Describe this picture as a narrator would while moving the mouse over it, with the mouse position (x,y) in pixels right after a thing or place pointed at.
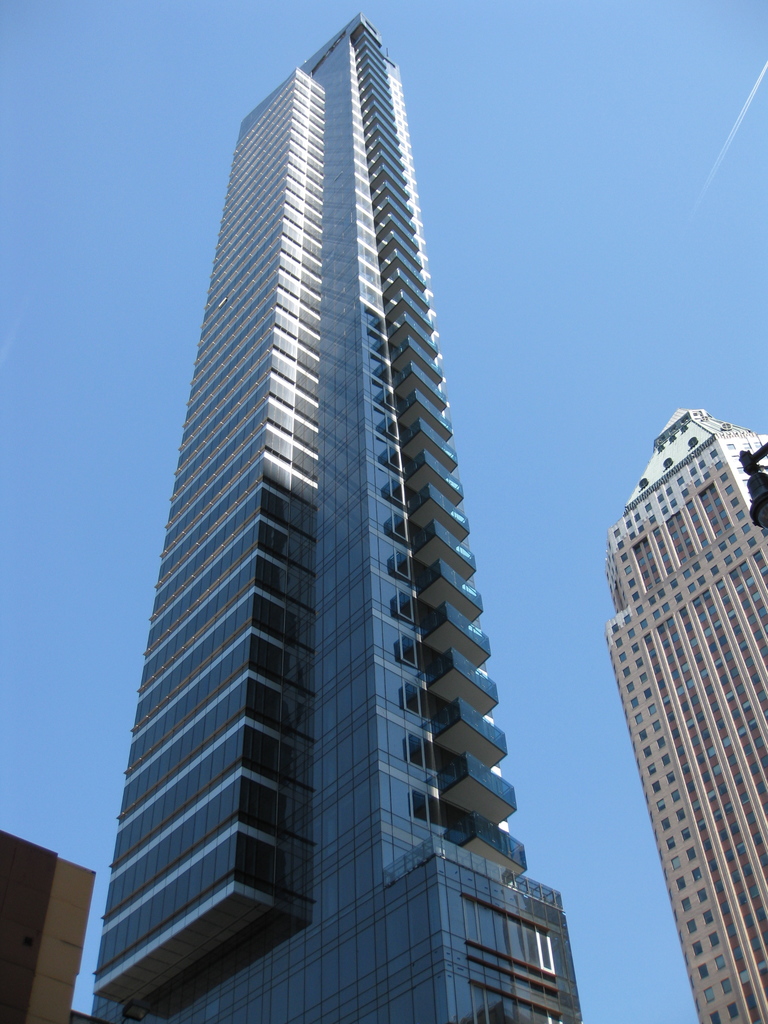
In this image at front (710,654) there are buildings (431,755). At the background (121,582) there is sky (546,326).
